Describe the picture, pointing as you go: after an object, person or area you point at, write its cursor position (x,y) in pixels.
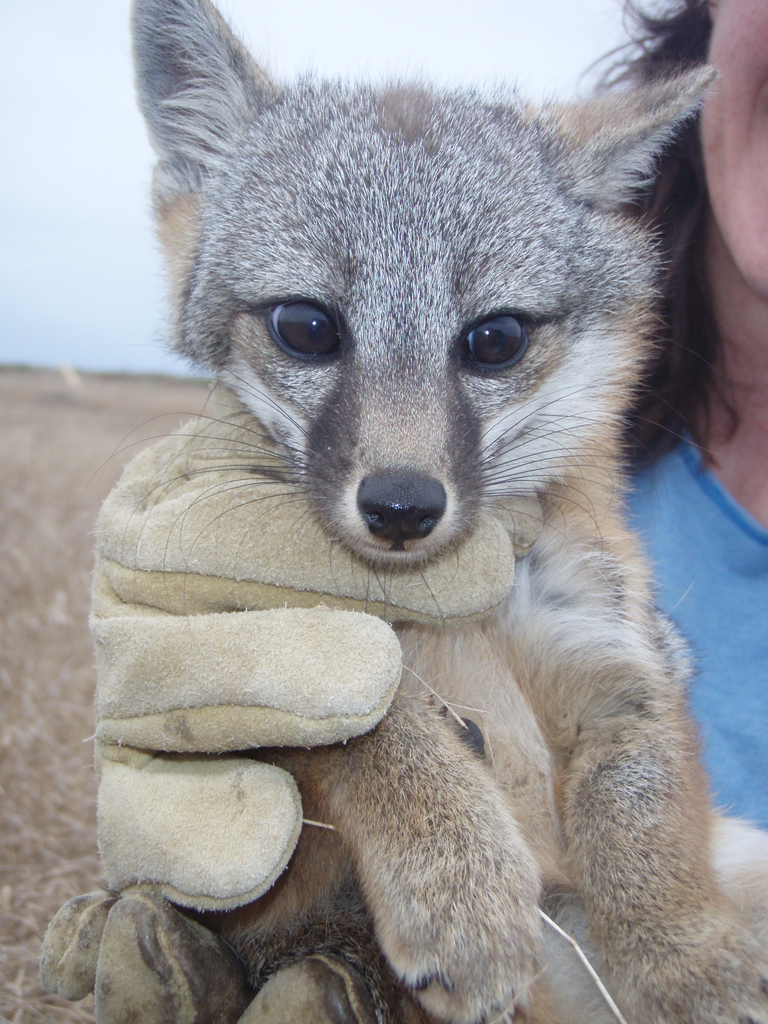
In this image I can see a person (760,733) is holding the animal (473,442). The animal (571,524) is in brown, black and white color. Person (154,1011) is wearing blue color top (713,533) and a glove (252,659). Background (55,403) is in white and brown color.
